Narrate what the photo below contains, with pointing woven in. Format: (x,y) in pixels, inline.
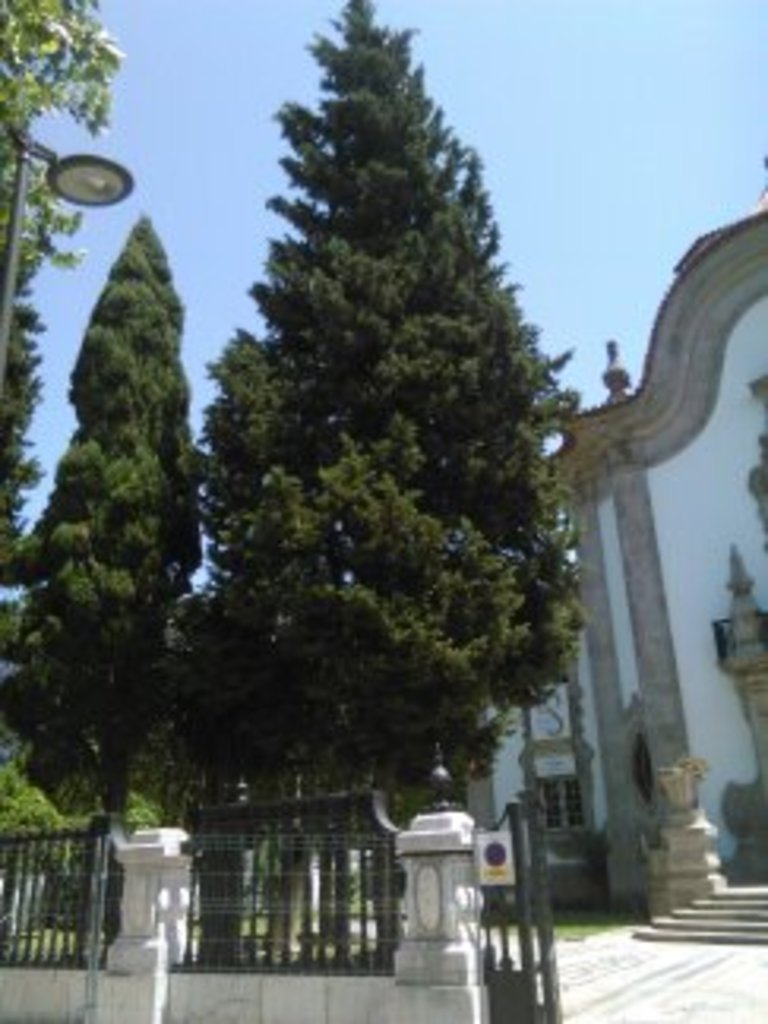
In this image we can see a house (674,591). There are staircases (722,912) in the image. There is a sky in the image. There is a gate (554,946) and a board (486,863) is attached to it in the image. There are many trees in the image. There is a street light (81,201) in the image. There is a fencing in the image.
